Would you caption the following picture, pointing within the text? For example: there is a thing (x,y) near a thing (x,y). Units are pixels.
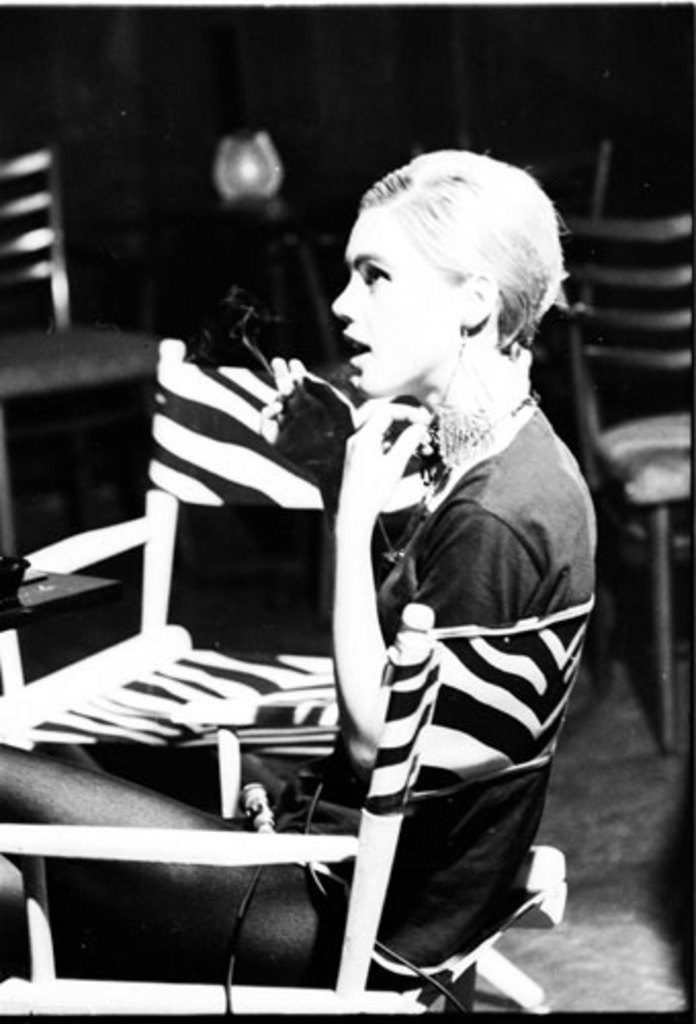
A black and white picture. A woman (468,237) is sitting on a chair (433,652).
